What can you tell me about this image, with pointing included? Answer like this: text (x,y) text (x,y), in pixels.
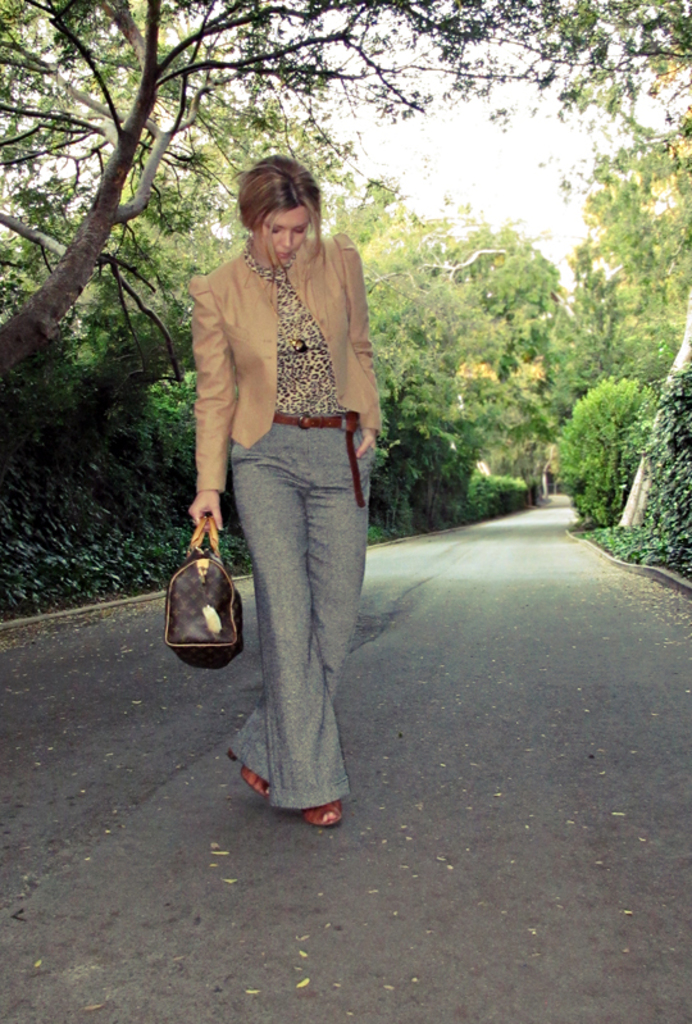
In these image there is one woman (293,657) standing and she is holding a hand bag (208,576), and on the background (105,234) there are some trees (114,200) and sky (502,172) and there is one road (439,787).
